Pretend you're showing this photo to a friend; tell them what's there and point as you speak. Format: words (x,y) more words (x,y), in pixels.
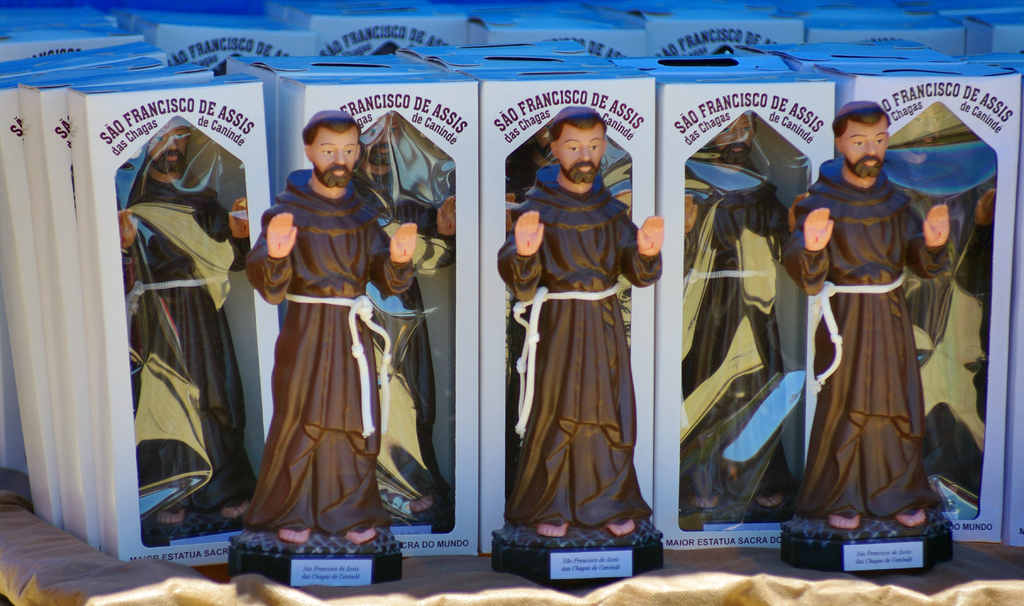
In this image there is a cloth (640,594) towards the bottom of the image (998,591), there are toys (686,206) of a man (635,274), there is text (859,564) on the toys (849,535), there are boxes (266,155), there is text (537,109) on the boxes (204,108).
